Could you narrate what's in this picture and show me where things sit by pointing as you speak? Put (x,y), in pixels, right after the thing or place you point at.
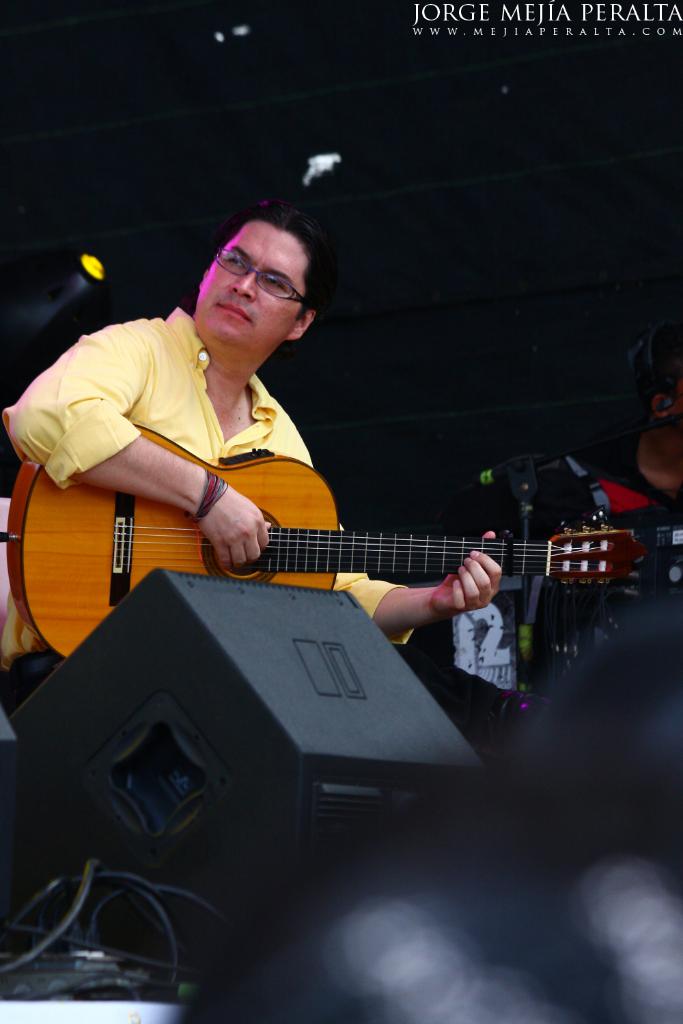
As we can see in the image there is a person (253,351) holding guitar (145,542) in his hand (208,534) and wearing yellow color shirt (152,368) and spectacles (277,285).
